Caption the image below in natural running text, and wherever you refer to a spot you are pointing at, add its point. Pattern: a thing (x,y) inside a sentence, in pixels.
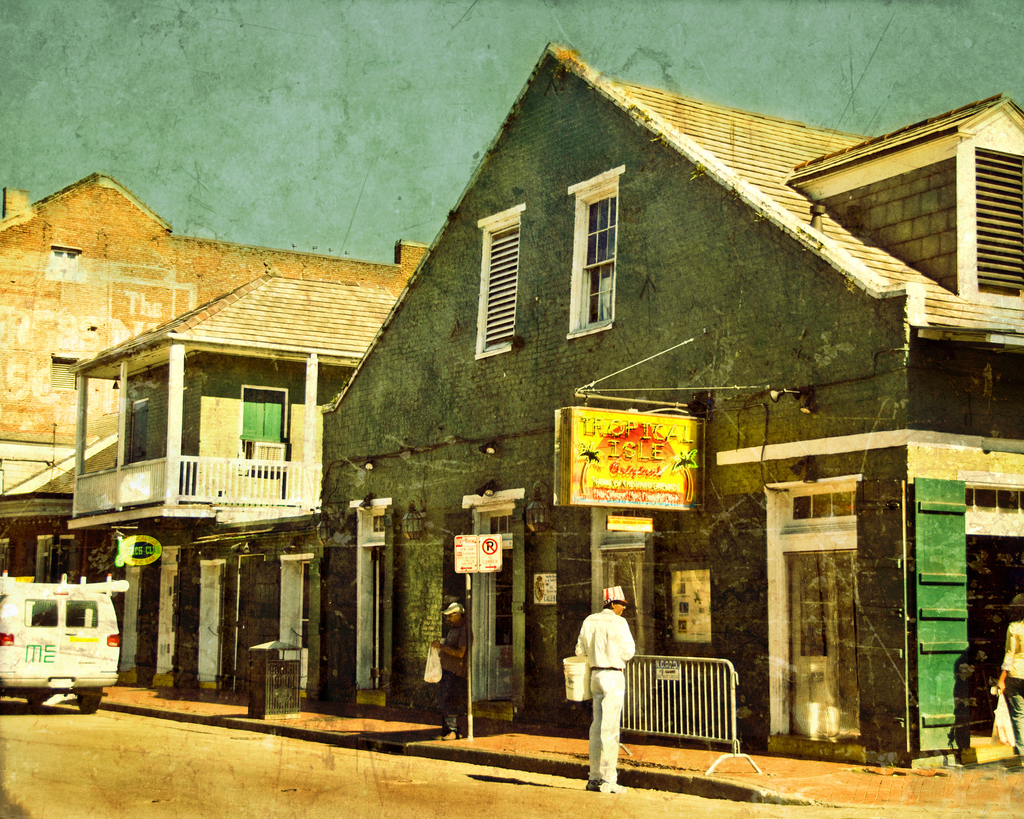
This is a poster. In this picture we can see the buildings (527,447), windows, boards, balcony (132,468), pillars (174,430), barricade (710,679). At the bottom of the image (461,774) we can see the road (271,806) and some people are standing and carrying bags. On the left side of the image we can see a vehicle (74,701). At the top of the image (461,123) we can see the sky (461,123).
